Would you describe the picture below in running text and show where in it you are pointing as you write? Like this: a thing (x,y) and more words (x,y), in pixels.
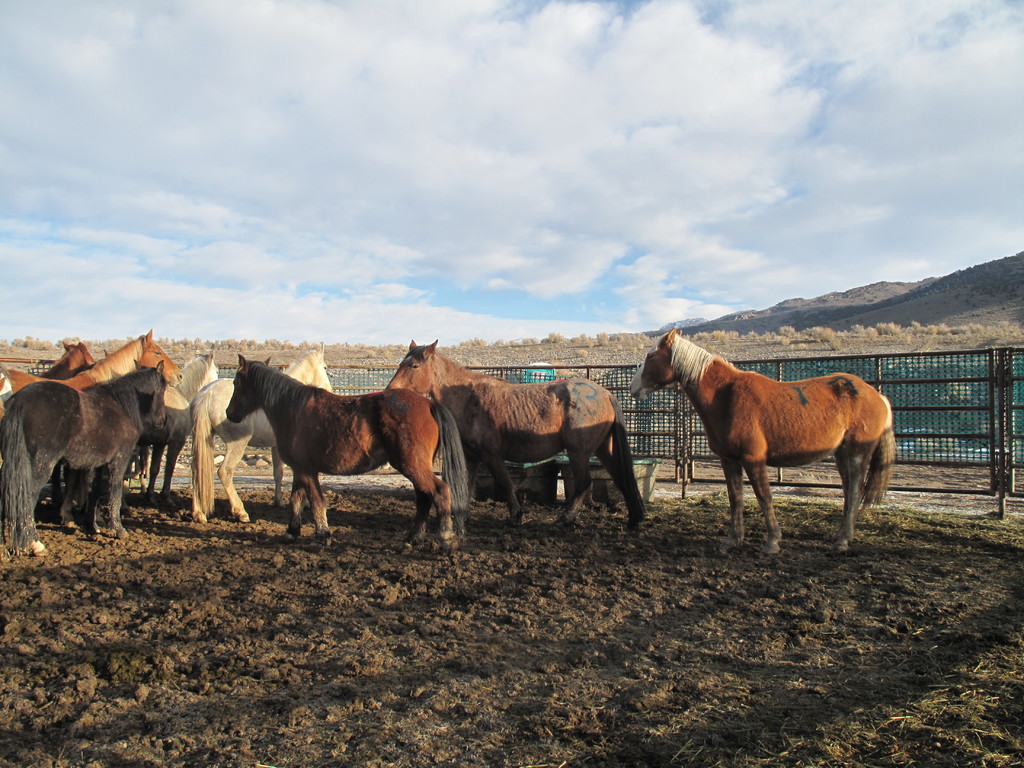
We can see horses (9,406) on the surface (611,578), grass (1020,545), tubs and fence (679,462). In the background (261,360) we can see grass (229,361), hills (1012,264) and sky (511,109) with clouds (321,164).
